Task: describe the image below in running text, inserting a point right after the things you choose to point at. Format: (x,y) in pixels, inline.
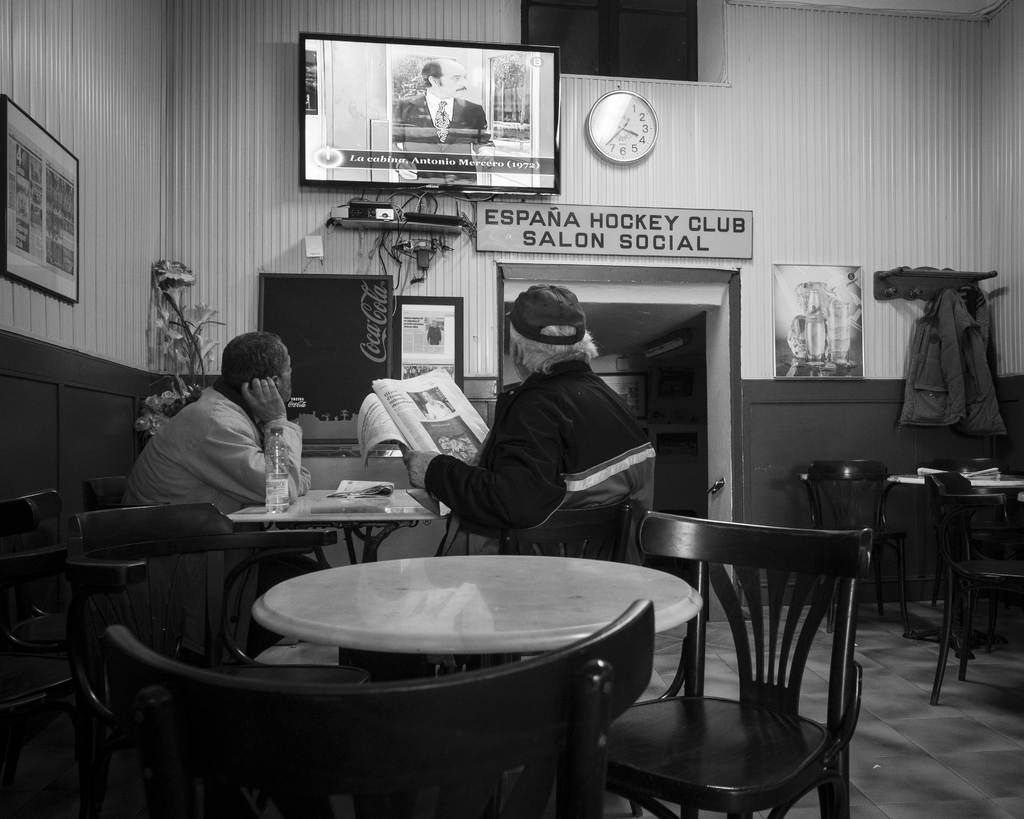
This is a black and white image. There are so many tables (378,570) and chairs (510,666). Two people (495,552) are sitting in the chairs (222,613) near the table (352,525). On the table (376,498) there is a book (363,493) and water bottle (285,503). There is a wall clock (606,159) on the top (591,135). There is a television (514,78) on the top (557,120). There is photo frame (19,206) on the left side (60,283). There are clothes (919,383) placed on the right side (923,371).
